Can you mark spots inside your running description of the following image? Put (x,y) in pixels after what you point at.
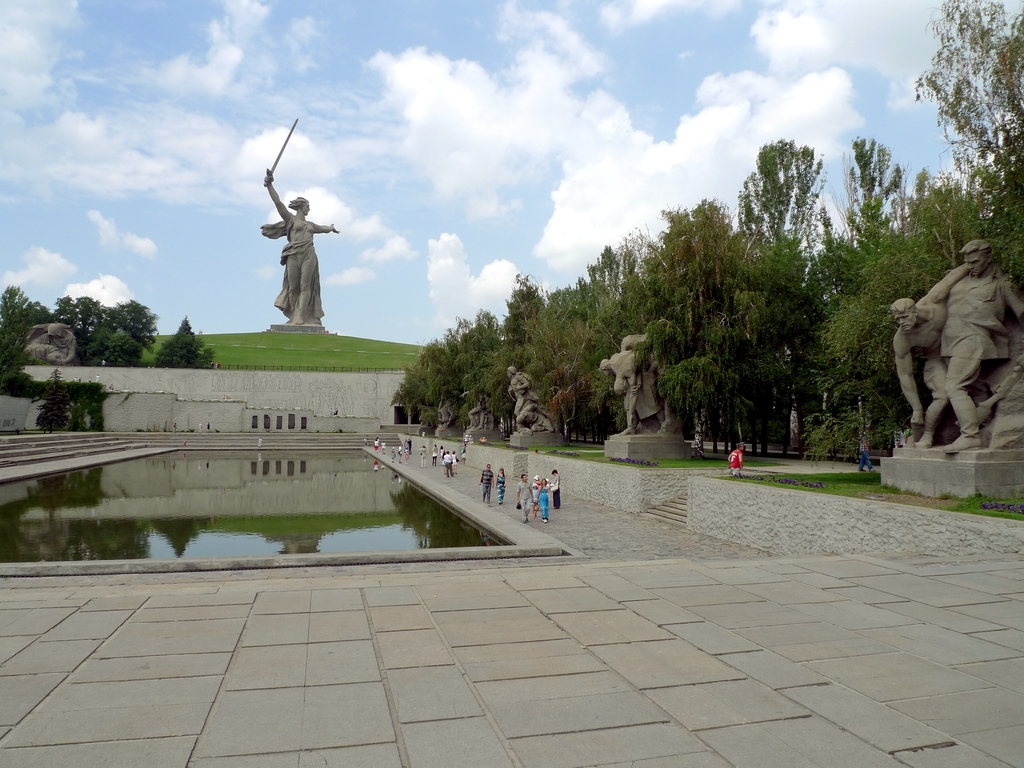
In this image I see number of statues (625,360) and I see the green grass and I see the path (22,703) and steps (312,447) and I see the water (285,477) over here and I see number of people (548,485). In the background (44,406) I see number of trees (498,391) and the cloudy sky (577,206).
